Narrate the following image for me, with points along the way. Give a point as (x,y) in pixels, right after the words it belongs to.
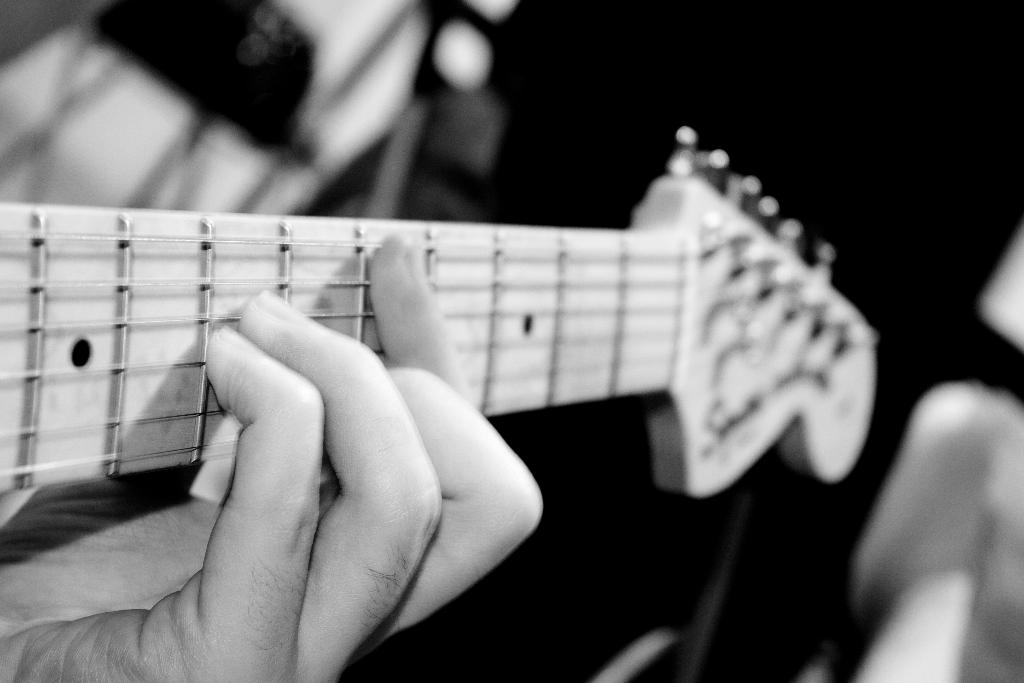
This is a black and white image. In this image we can see a person (169,538) playing a guitar (800,286).
